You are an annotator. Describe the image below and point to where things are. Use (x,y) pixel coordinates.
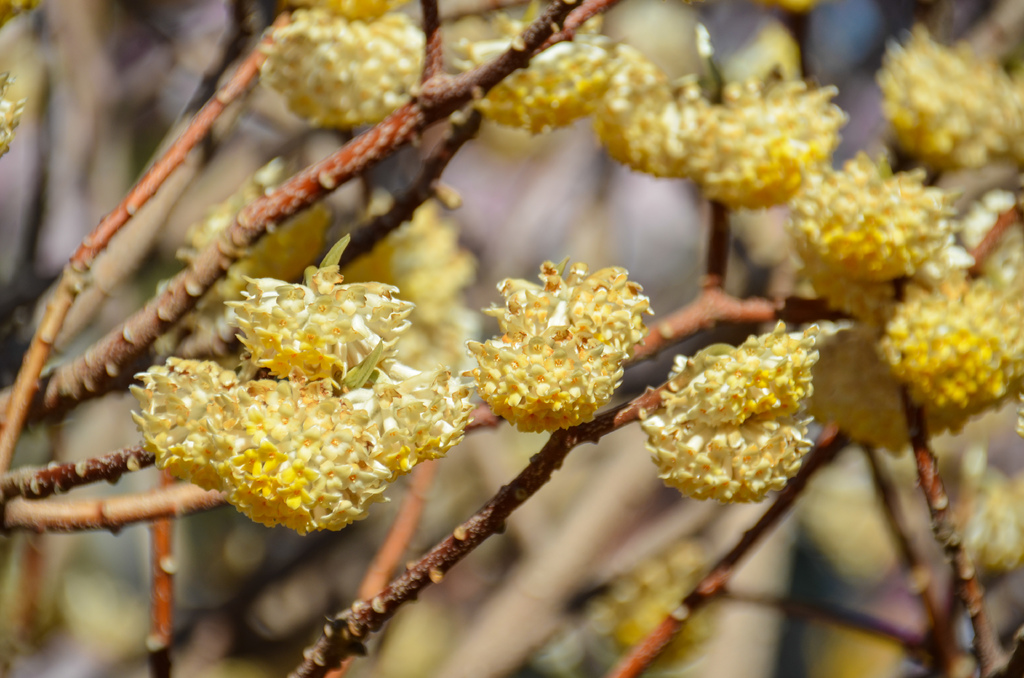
In this image I can see a tree (103,468) to which I can see few flowers (311,405) which are yellow in color and I can see the blurry background (516,199).
